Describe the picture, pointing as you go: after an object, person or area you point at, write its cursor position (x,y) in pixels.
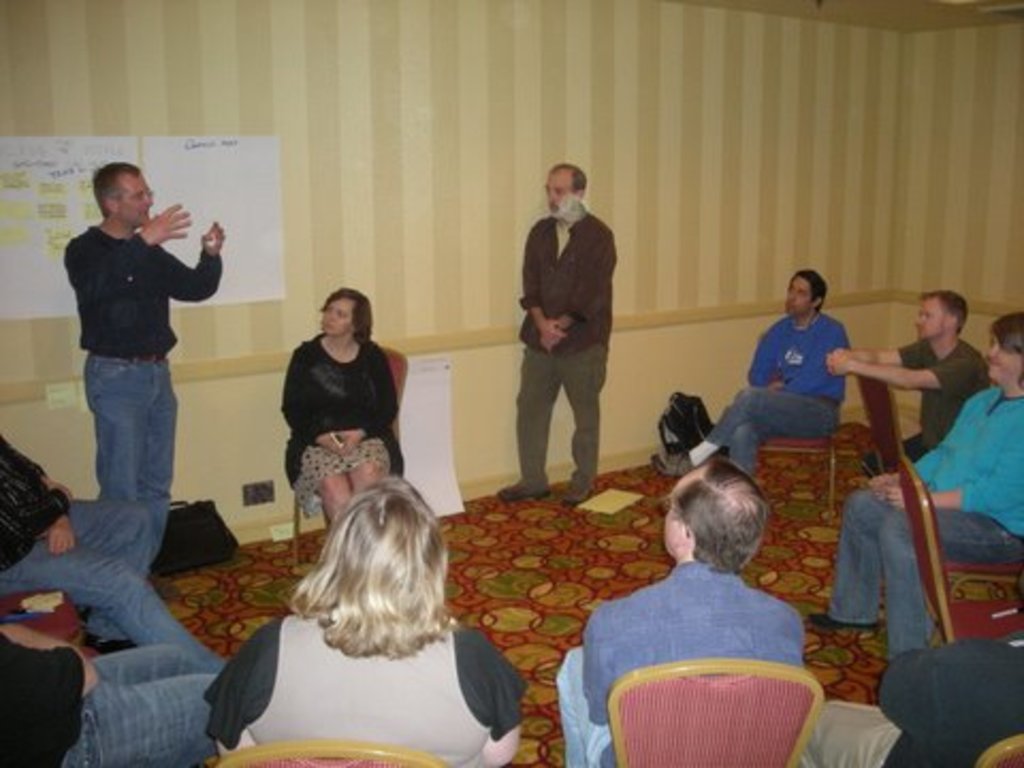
In this picture we can see there is a group of people (436,534) sitting on chairs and two persons (167,334) standing on the floor (314,543). A man (135,308) is explaining something. On the floor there are some objects (221,542). Behind the people (146,283) there are papers (15,173) on the wall (394,170).
